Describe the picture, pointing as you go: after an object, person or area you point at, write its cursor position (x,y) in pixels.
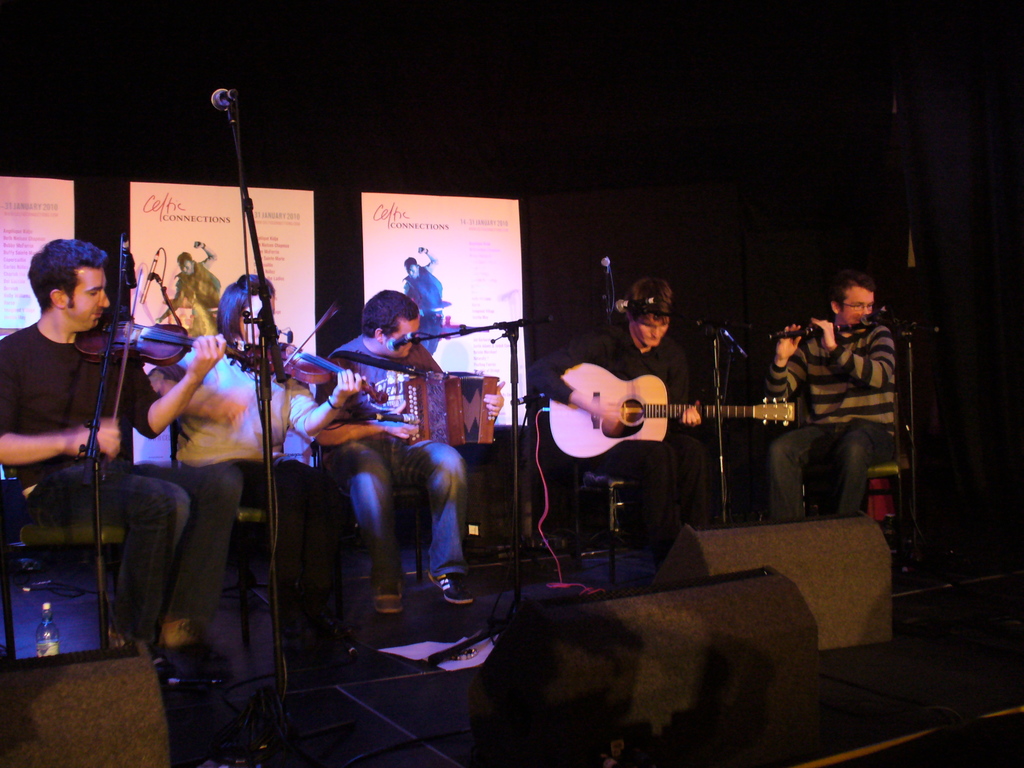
There are five people (806,416) sitting on chairs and each of them is playing a musical instrument (565,447) and each of them microphone (400,419) in front of them and behind them there are some posters (434,281), this is a water bottle (43,611).
